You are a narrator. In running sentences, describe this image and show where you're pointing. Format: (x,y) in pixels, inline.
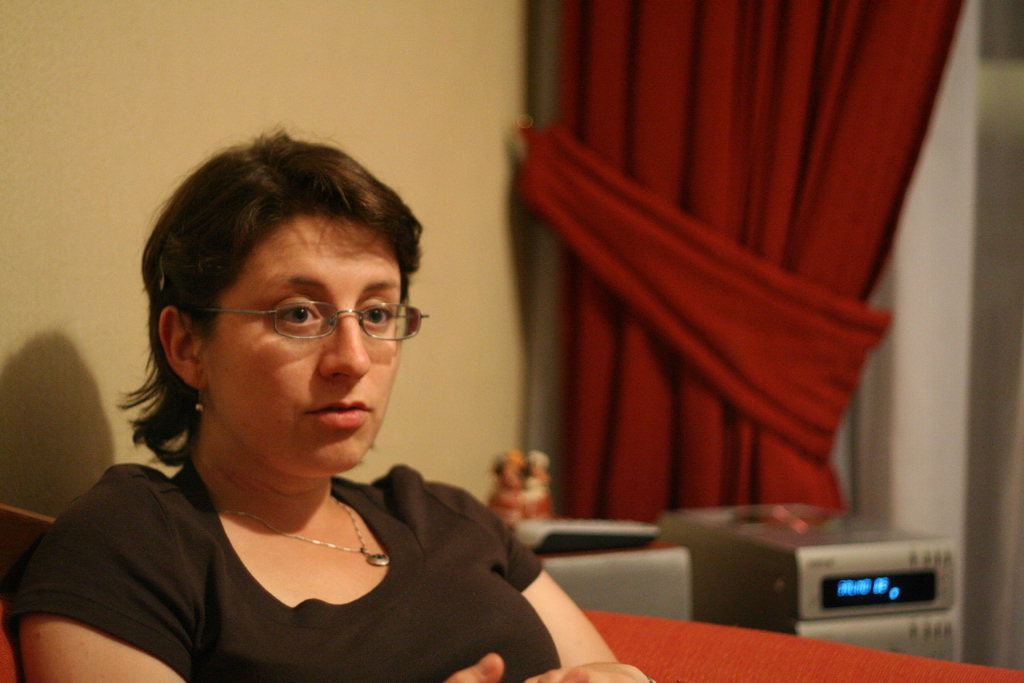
In this picture I can see there is a woman (493,612) sitting and she is wearing spectacles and sitting on the couch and there is a wall (31,387) and a curtain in the backdrop (34,353).
